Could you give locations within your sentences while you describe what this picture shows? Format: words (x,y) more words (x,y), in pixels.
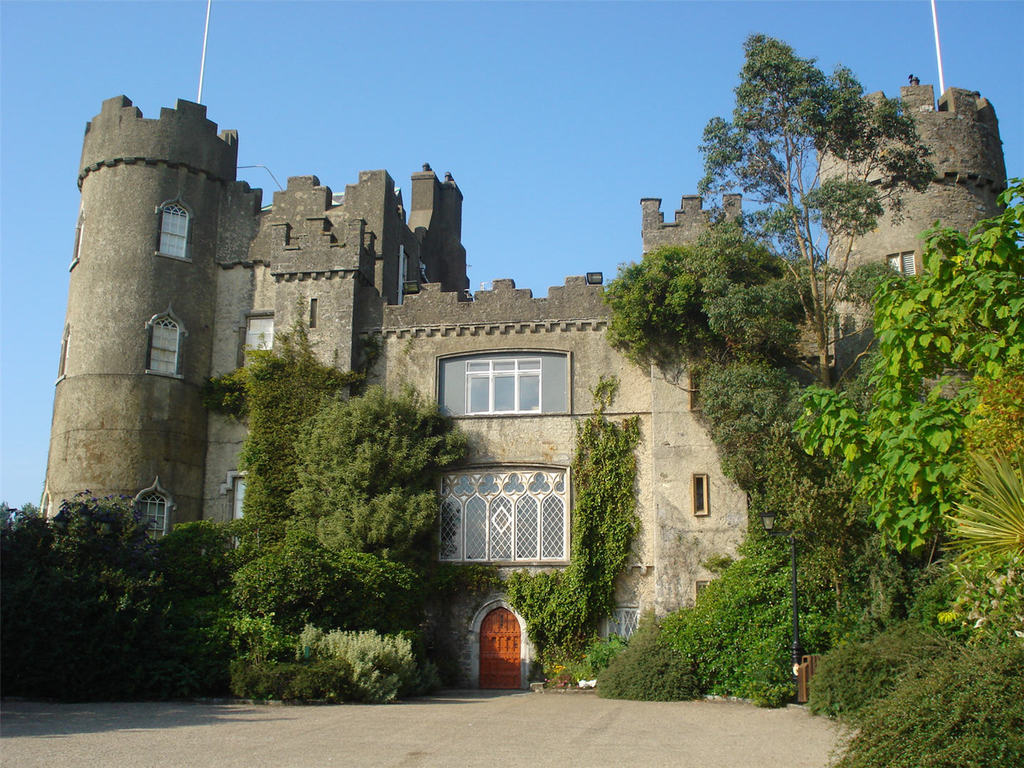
In this image we can see a building (464,387) with windows (457,511). Also there is a door (488,675). Near to the building (488,675) there are plants (807,609) and trees (898,513). In the background (396,37) there is sky (666,129).
